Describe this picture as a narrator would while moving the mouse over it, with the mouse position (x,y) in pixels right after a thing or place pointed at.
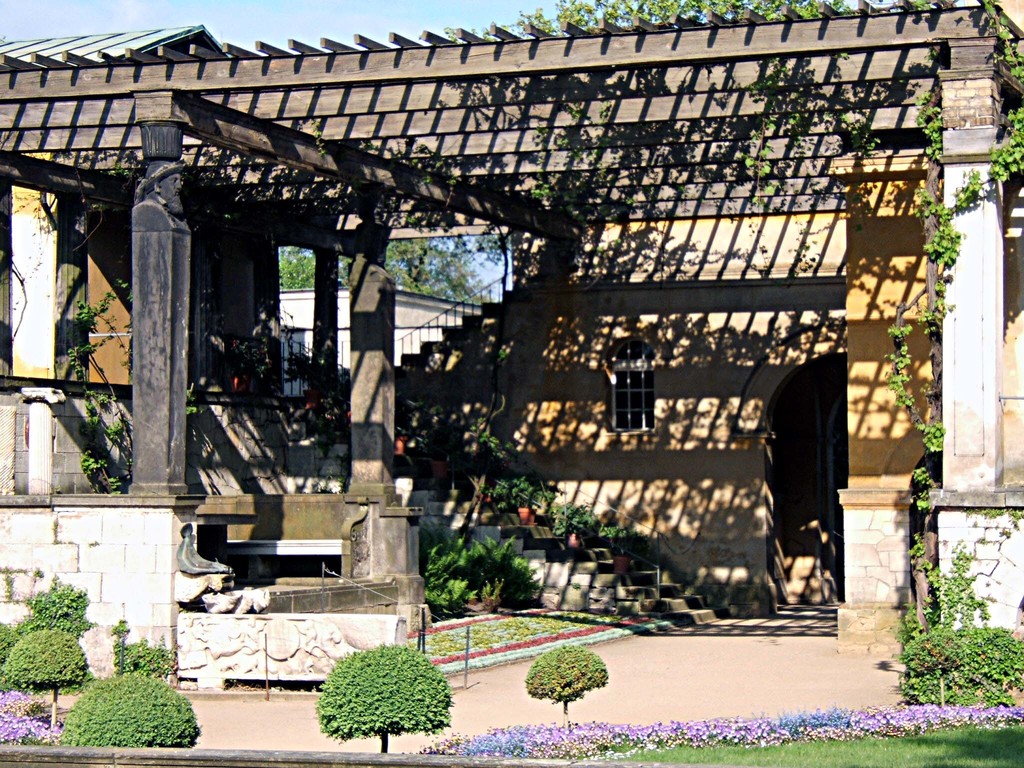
In the foreground of this image (632,734), there are flowers (667,736), grass (923,755) and plants (151,706) at the bottom (130,720). In the middle (667,418), there is a shelter (564,203), wall (691,414), stairs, window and an arch (821,376). At the top (333,24), there is the sky (316,36).
